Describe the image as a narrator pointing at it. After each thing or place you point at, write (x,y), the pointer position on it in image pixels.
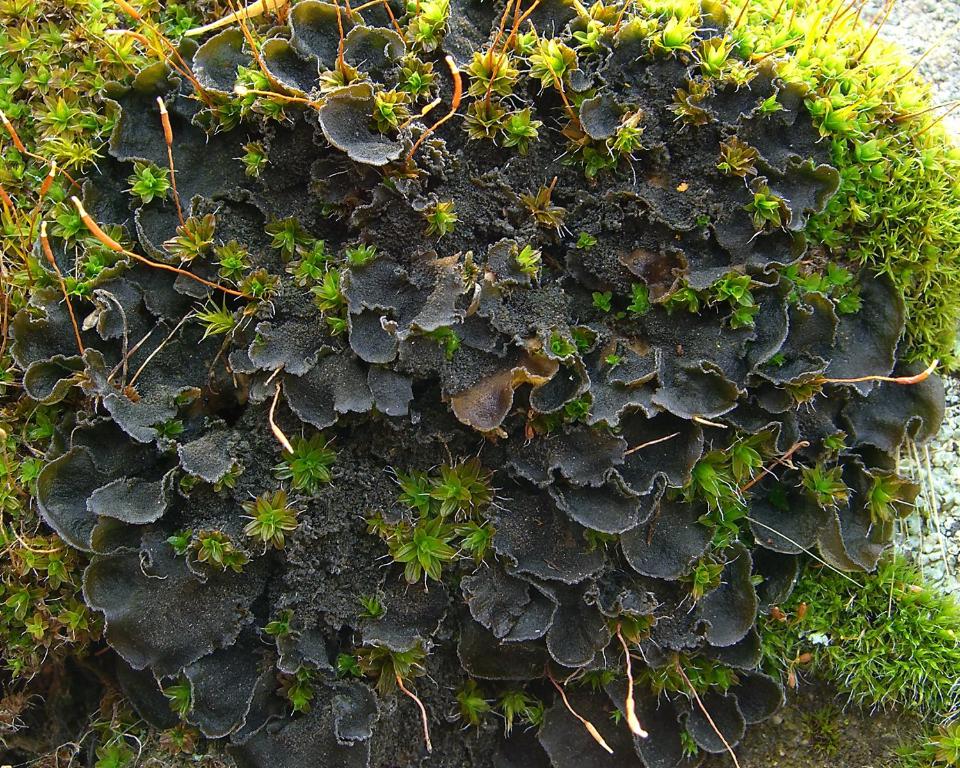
In the center of the image (589,474) there is a plant (637,400). At the bottom (890,644) we can see grass (887,663).
